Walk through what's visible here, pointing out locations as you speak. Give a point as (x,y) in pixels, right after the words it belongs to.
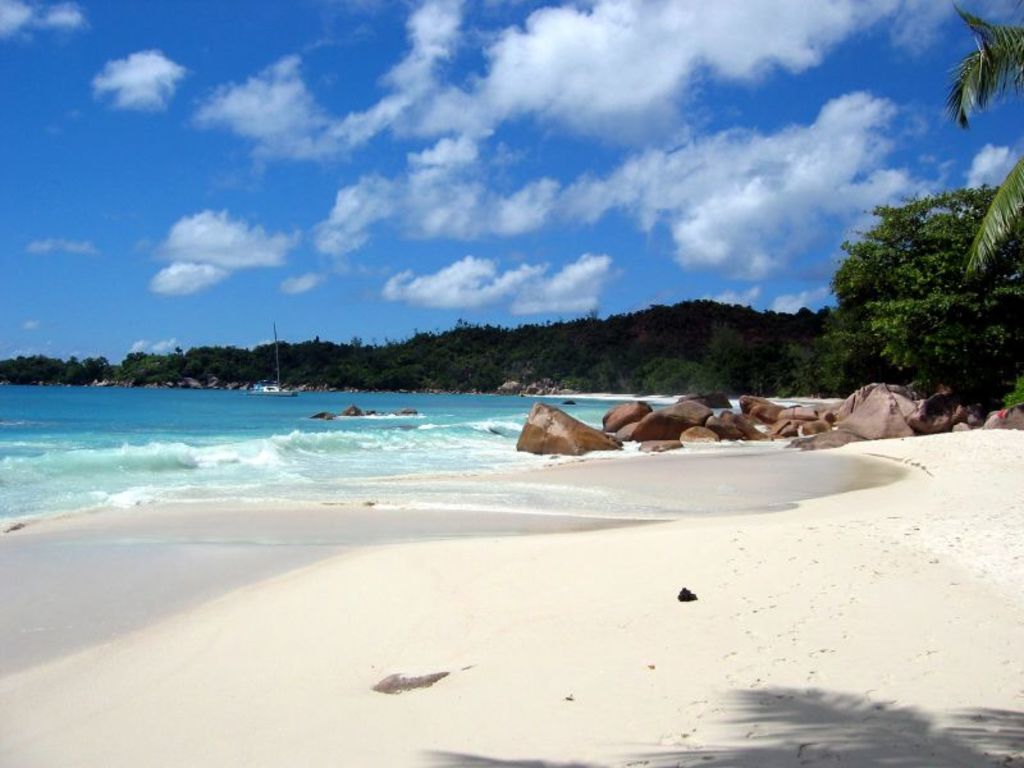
In this picture I can see water (408,427), there are rocks (556,427), there are trees (985,295), and in the background (579,155) there is the sky (602,154).
